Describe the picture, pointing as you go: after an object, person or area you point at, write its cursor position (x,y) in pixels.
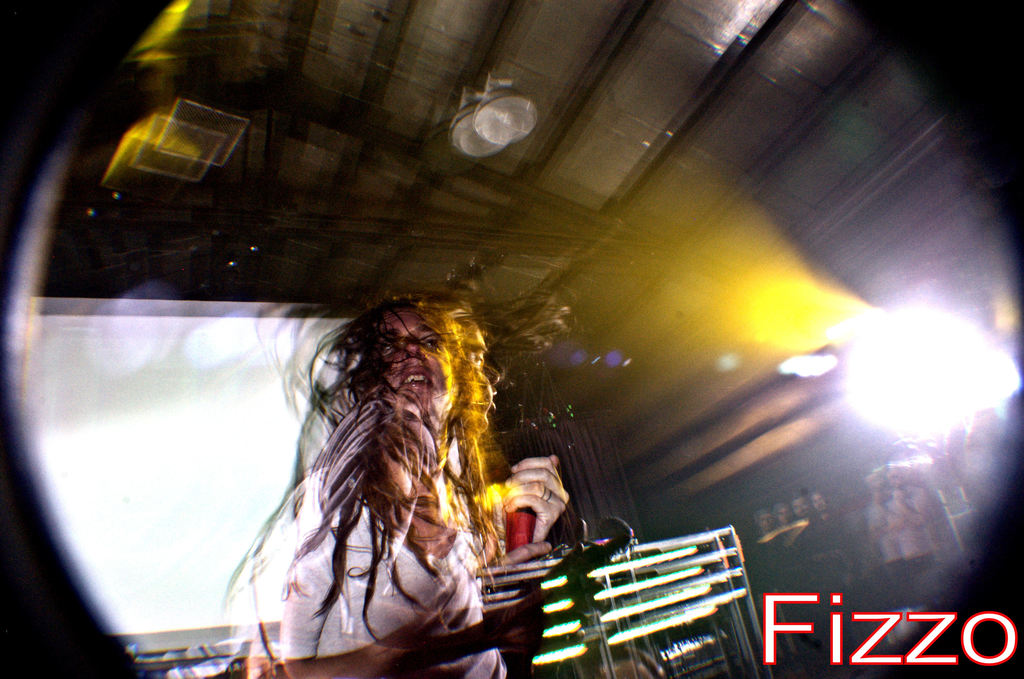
In this image in the center (412,413) there is one person (407,447) who is standing and in the background (558,408) there is a wall (655,453) and some lights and some other objects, at the bottom of the image (861,636) there is some text (881,615).
